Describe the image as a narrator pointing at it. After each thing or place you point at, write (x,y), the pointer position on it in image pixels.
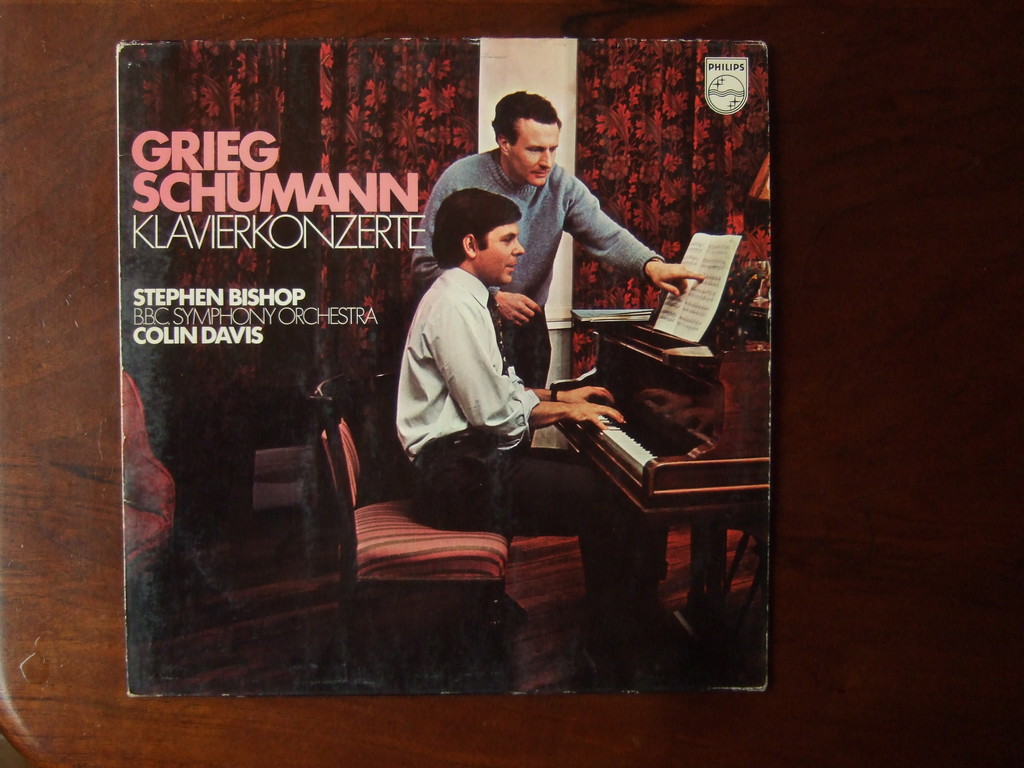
This picture shows a cover pic (724,127) of a record (630,584) and a man (509,385) sitting and playing piano (647,461) and we see a man (579,235) standing and showing a book (682,327) in front of him.
